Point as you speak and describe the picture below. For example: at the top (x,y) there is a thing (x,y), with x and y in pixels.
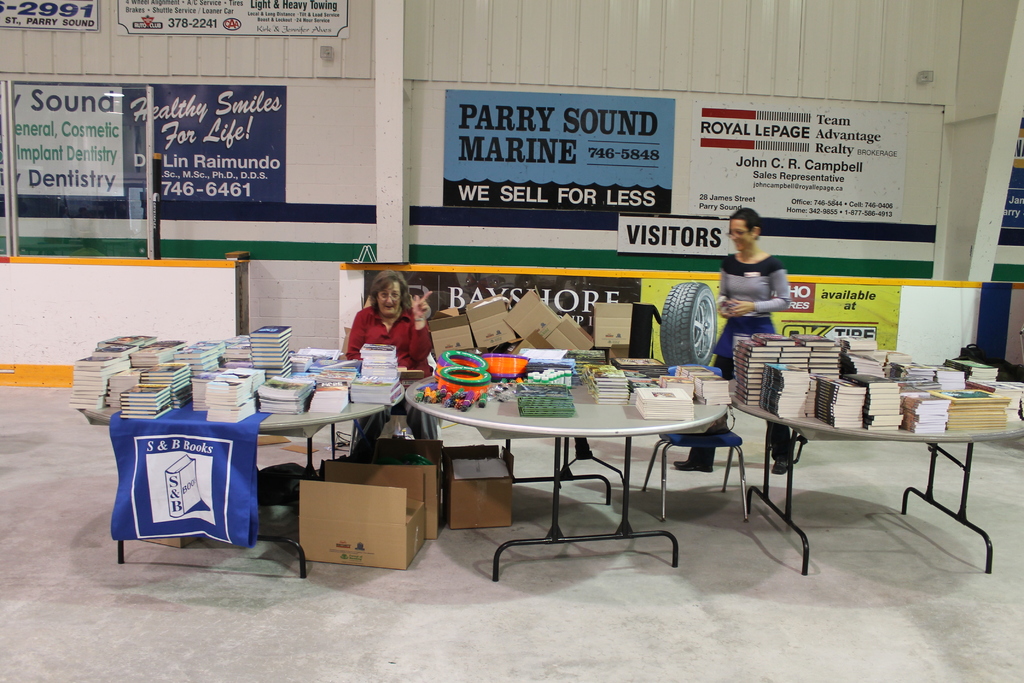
Posters (261,135) on wall (413,173). This woman (386,304) is sitting on a chair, in-front of this woman (392,337) there are tables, on this tables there are books (139,376) and things (452,378). Under this tables (537,429) there are cardboard boxes (479,489). This is banner (230,481) in blue color. This woman (758,310) is walking.
